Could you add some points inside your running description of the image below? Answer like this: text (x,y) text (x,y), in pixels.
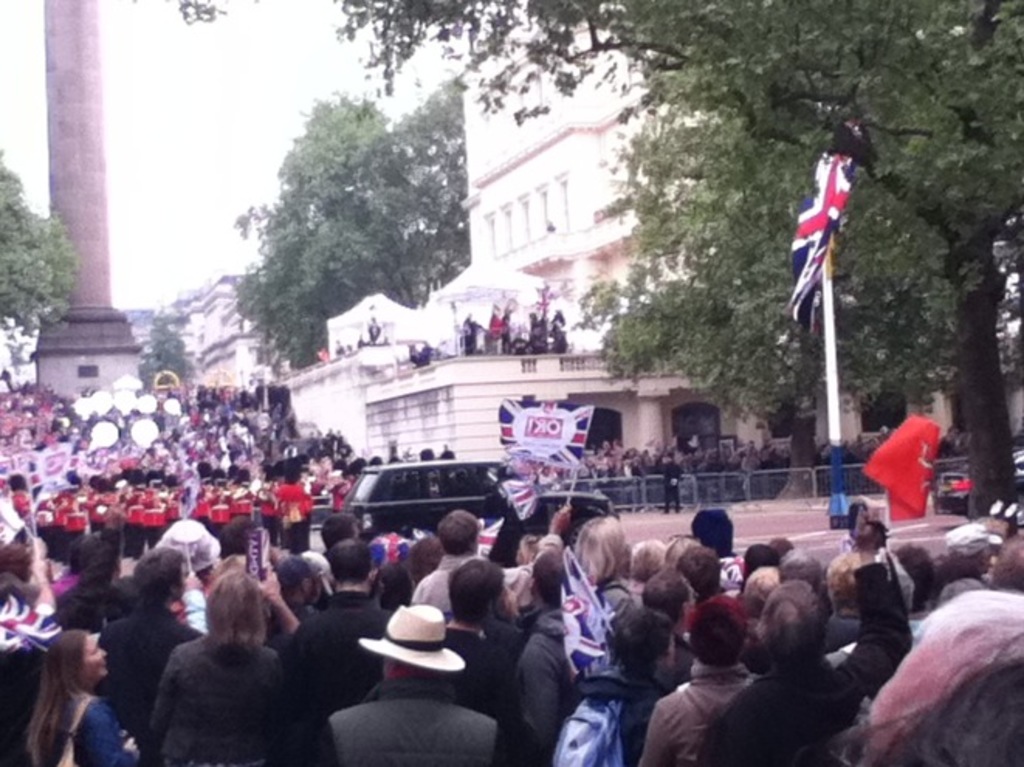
In this image we can see many people (615,639). We can also see the flags (544,420), lights (151,436), trees (5,171), tower (106,259), buildings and also the tents (435,297) for shelter. We can also see a car (581,527), barriers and also the sky (150,173).
